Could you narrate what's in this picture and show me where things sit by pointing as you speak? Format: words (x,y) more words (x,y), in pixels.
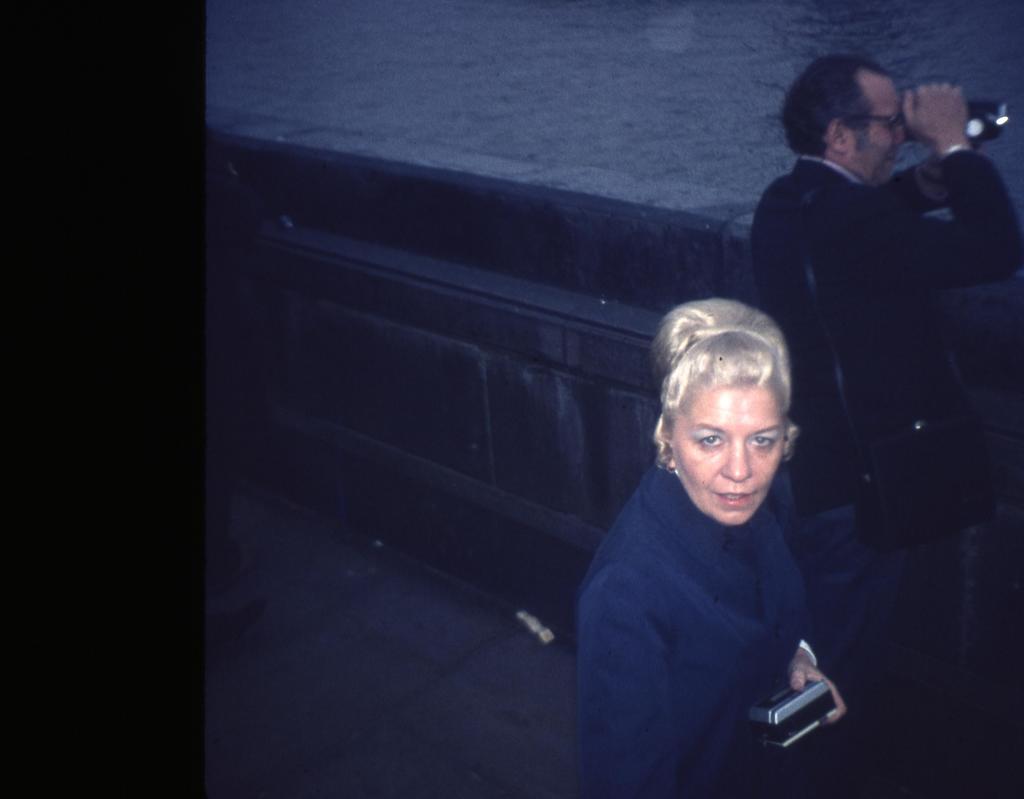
In this image in the center (676,520) there are persons (808,416) standing. The man (835,288) in the background (844,279) is standing and clicking a photo in a camera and the woman (682,600) in the front (684,475) is standing and holding an object (771,714) which is black in colour. In the background (526,363) there is a wall (490,367).
